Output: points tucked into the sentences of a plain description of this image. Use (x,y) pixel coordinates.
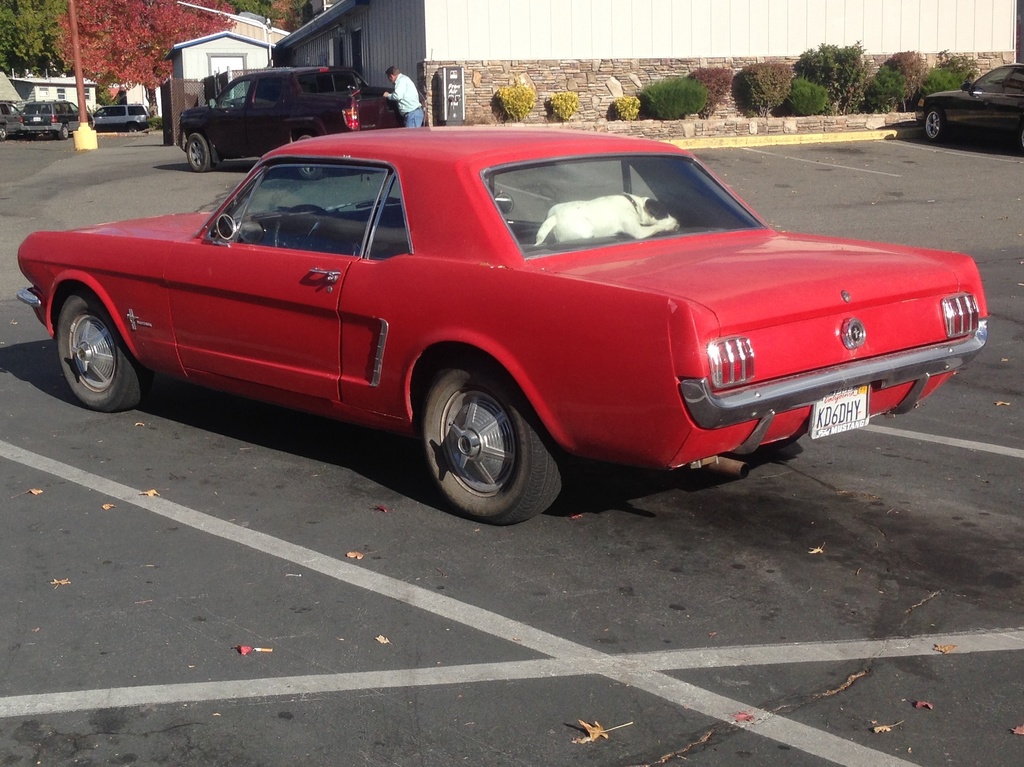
In this picture we can see a red color car (511,135) and inside the car (454,239) we can see dog (554,226) sleeping on deck (552,250) and this car (174,232) is on road (625,632) and in background (407,83) we can see person (399,71) standing at another car (304,96) and some cars (65,122) parked in a queue and a house (462,29) with windows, some trees (750,109) beside to the house (867,54).
